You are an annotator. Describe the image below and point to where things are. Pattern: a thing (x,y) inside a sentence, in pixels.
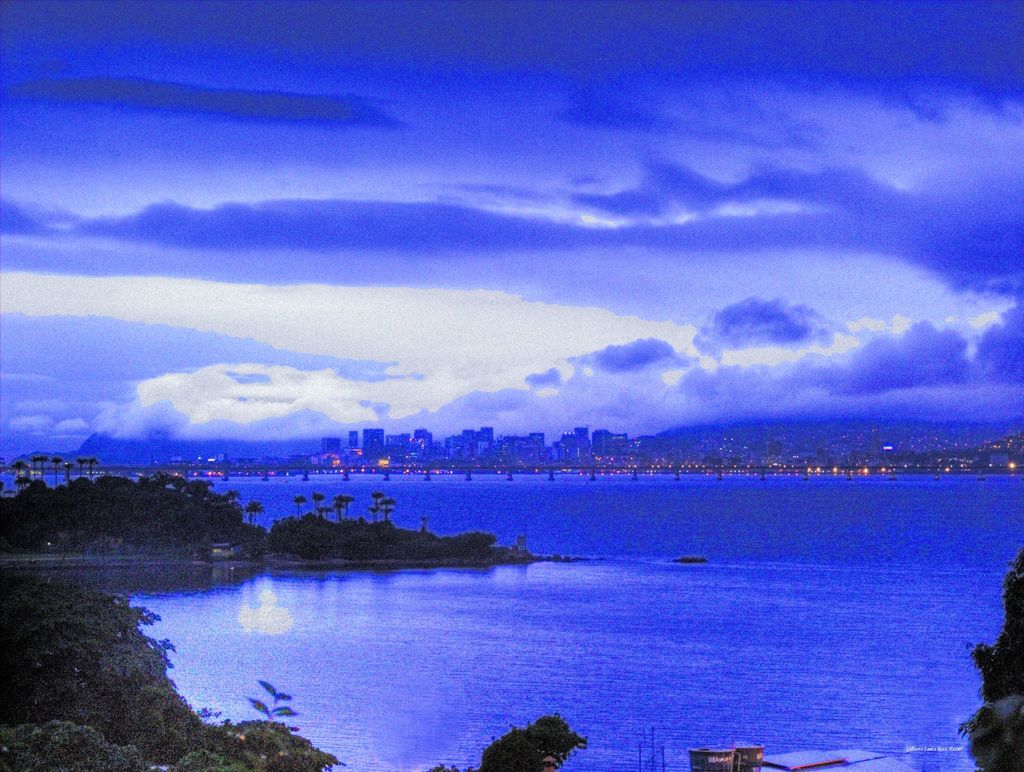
This is an edited image we can see there are trees (193,514), water (182,572), a bridge (205,470), buildings (486,446), lights (808,469) and the sky (437,181). On the image there is a watermark (928,749).
